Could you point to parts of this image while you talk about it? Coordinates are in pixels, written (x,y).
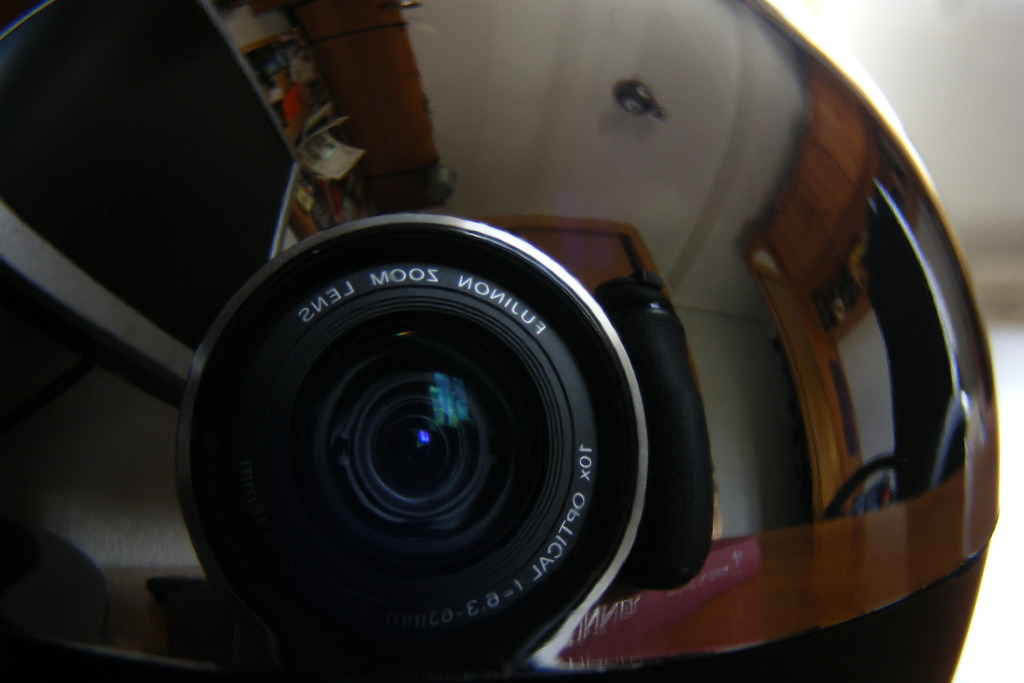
In this image I can see a camera (441,454) which is black in color and on it I can see the reflection (117,144) of a television screen (255,204), the ceiling (540,121), the door (765,282) and few other objects (845,528). I can see the white colored background (898,72).
